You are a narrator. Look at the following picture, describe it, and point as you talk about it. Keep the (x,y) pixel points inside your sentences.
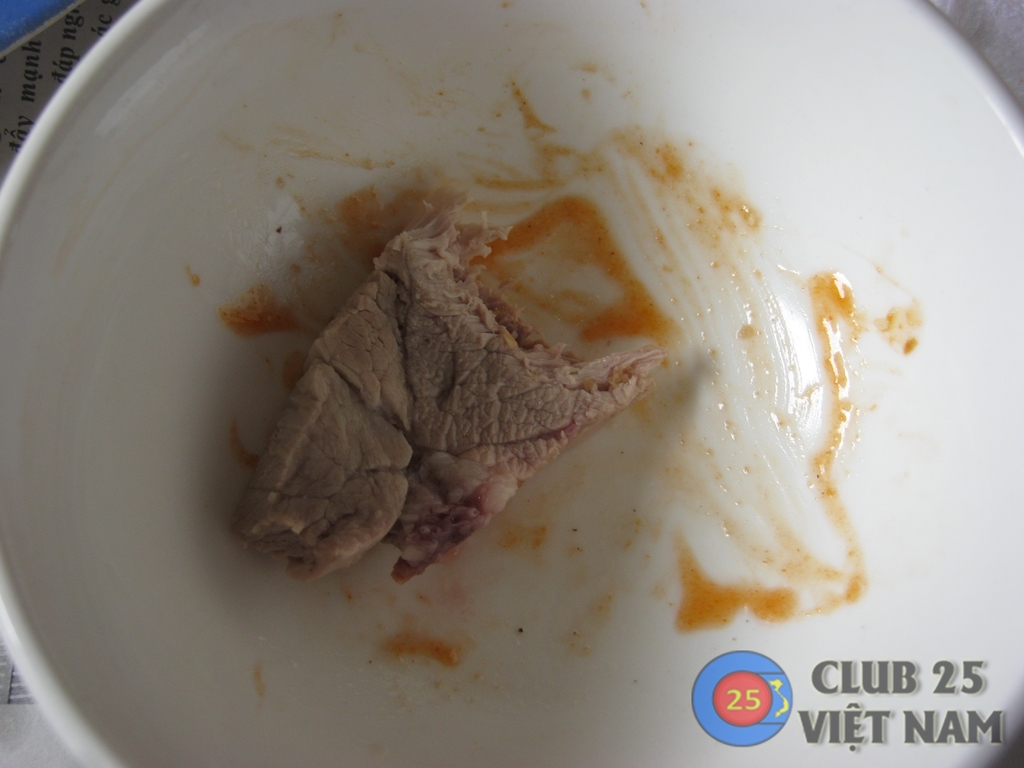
In this image there is a plate (664,521) on which there is a piece of meat (435,297). Beside the meat (427,333) there is a sauce (627,275).
